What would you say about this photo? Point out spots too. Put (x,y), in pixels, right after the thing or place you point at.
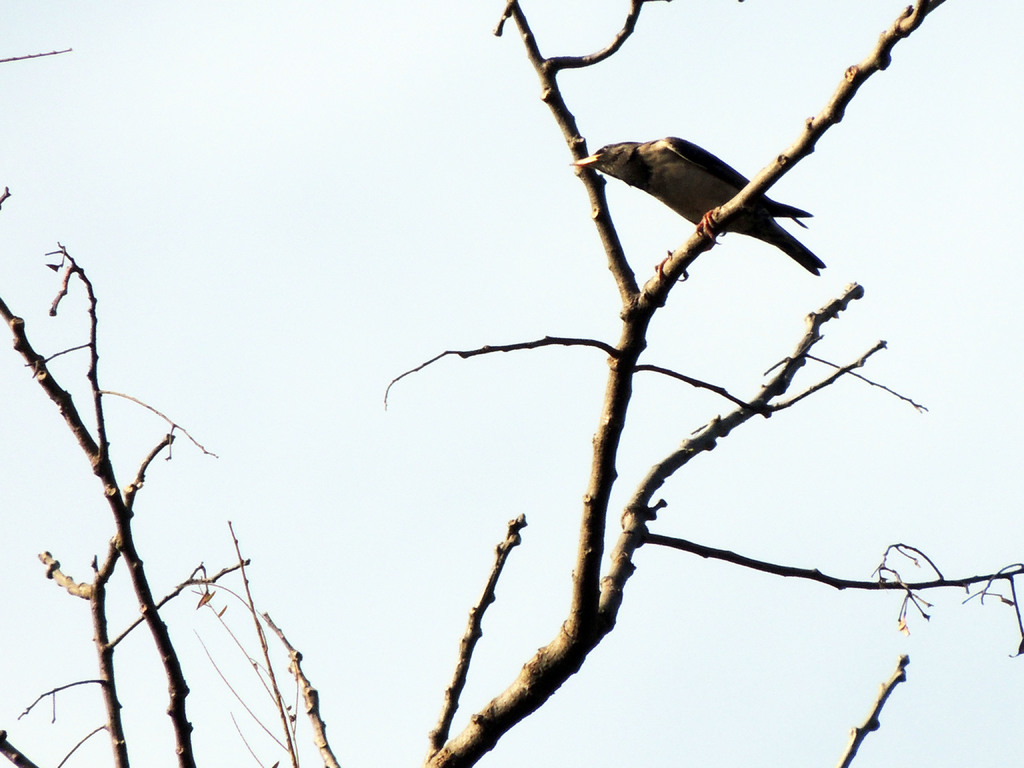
These are dried branches (783,174). Bird (688,204) is on the branch (607,489). Background (272,126) there is a sky (324,264).
